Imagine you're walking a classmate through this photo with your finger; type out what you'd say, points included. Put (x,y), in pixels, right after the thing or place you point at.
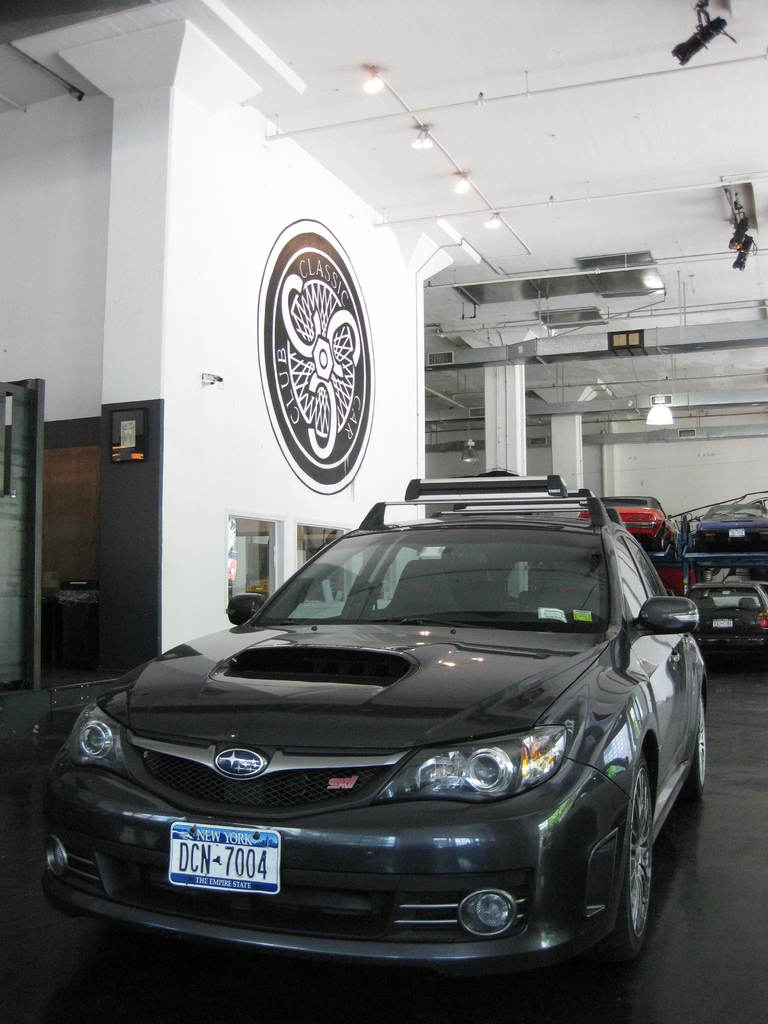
In this image there are a few vehicles (551,649) are on the floor (741,672), on the left side of the image (171,536) there is a wall (218,312) with some painting (299,347). At the top of the image (487,117) there is a ceiling (525,117) with lights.
